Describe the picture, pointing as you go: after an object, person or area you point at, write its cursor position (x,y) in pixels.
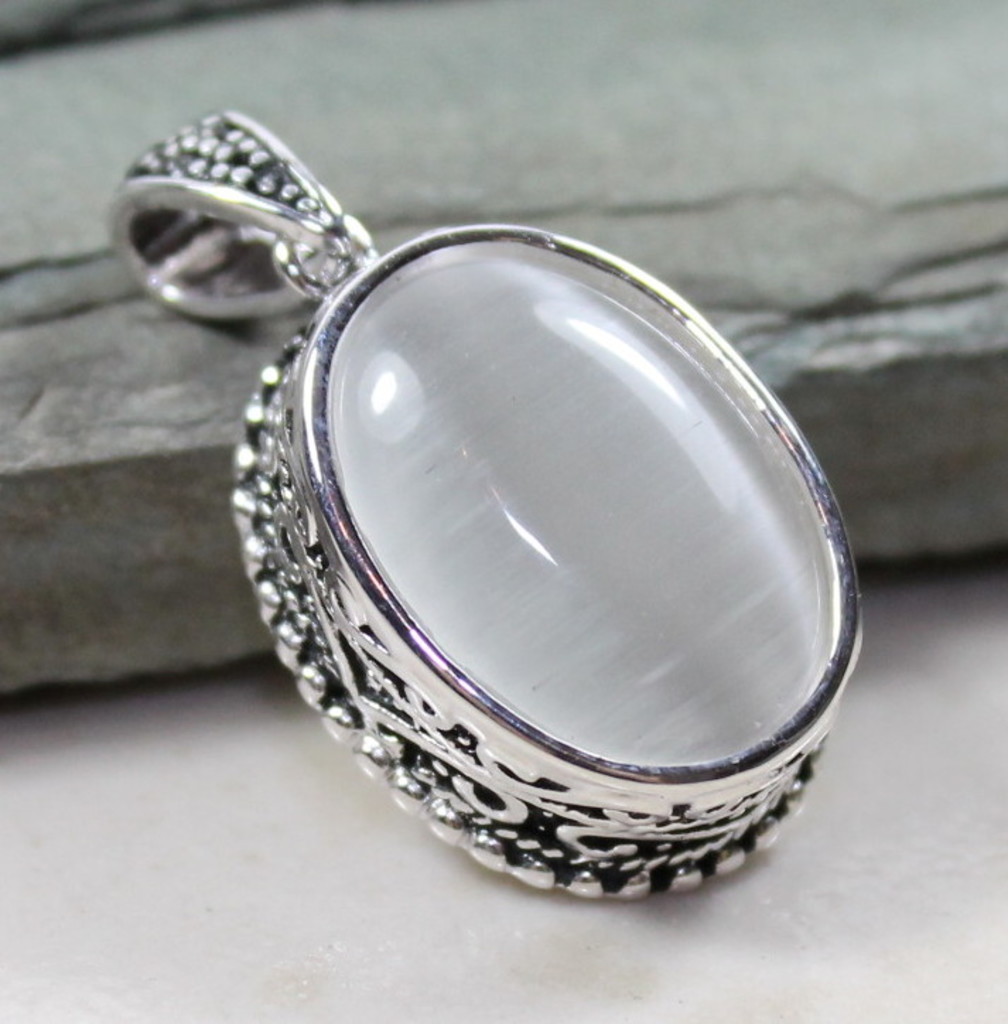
In this image we can see a pendant (473,410). In the background (817,345) there is a stone (166,455).
